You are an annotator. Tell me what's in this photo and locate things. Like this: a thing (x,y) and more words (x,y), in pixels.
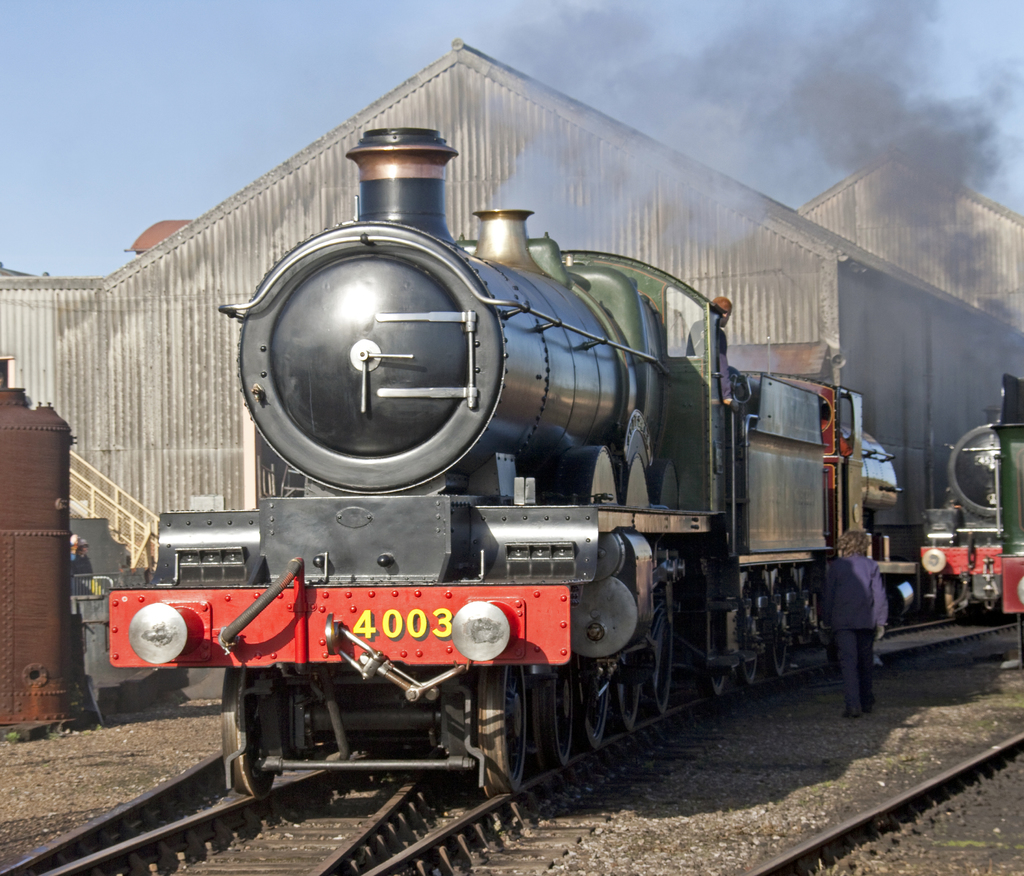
There is a person (874,621) walking and we can see trains (691,597) on track (880,643) and we can see smoke (871,93). Background (951,349) we can see sheds (933,226) and sky (244,163).
